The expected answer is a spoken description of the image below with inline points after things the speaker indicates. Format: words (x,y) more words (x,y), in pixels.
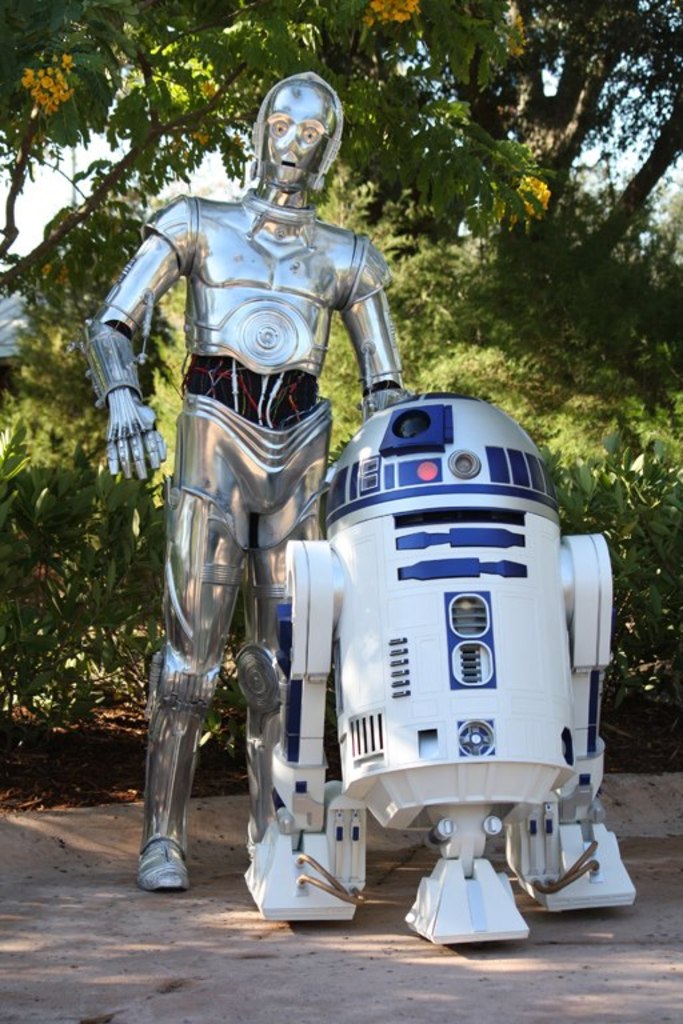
As we can see in the image, there is a robot (275,548). The robot (229,382) is standing beside another robot (386,628) and behind this there are trees (471,216).
